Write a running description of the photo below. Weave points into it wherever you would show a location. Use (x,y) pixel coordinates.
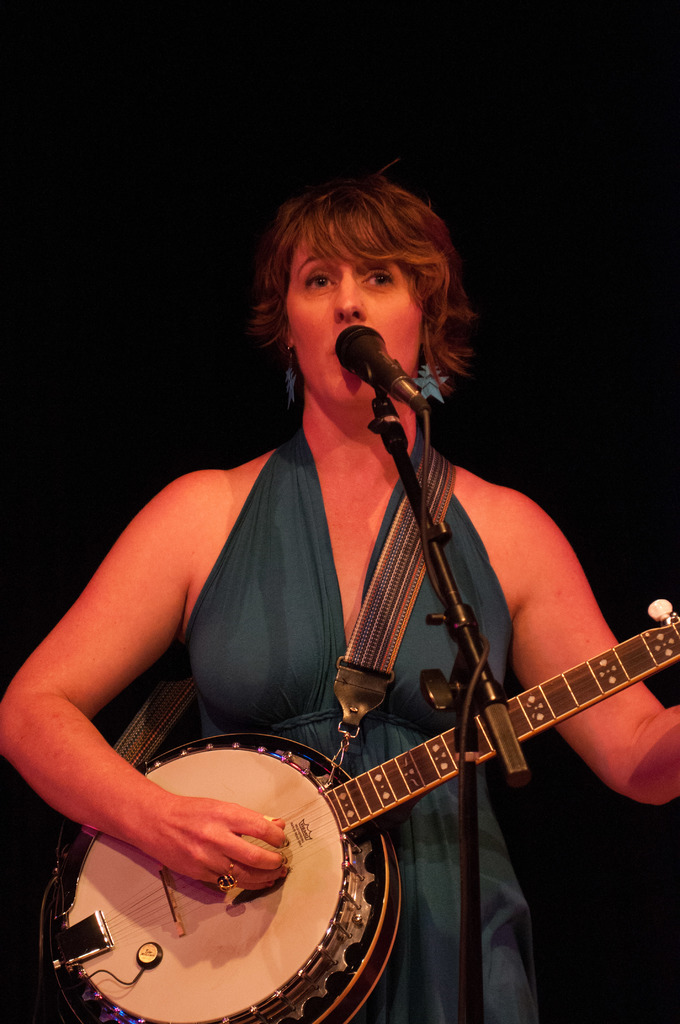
A woman (399,325) is singing on the mike (367,358) and she is playing banjo (233,980).
